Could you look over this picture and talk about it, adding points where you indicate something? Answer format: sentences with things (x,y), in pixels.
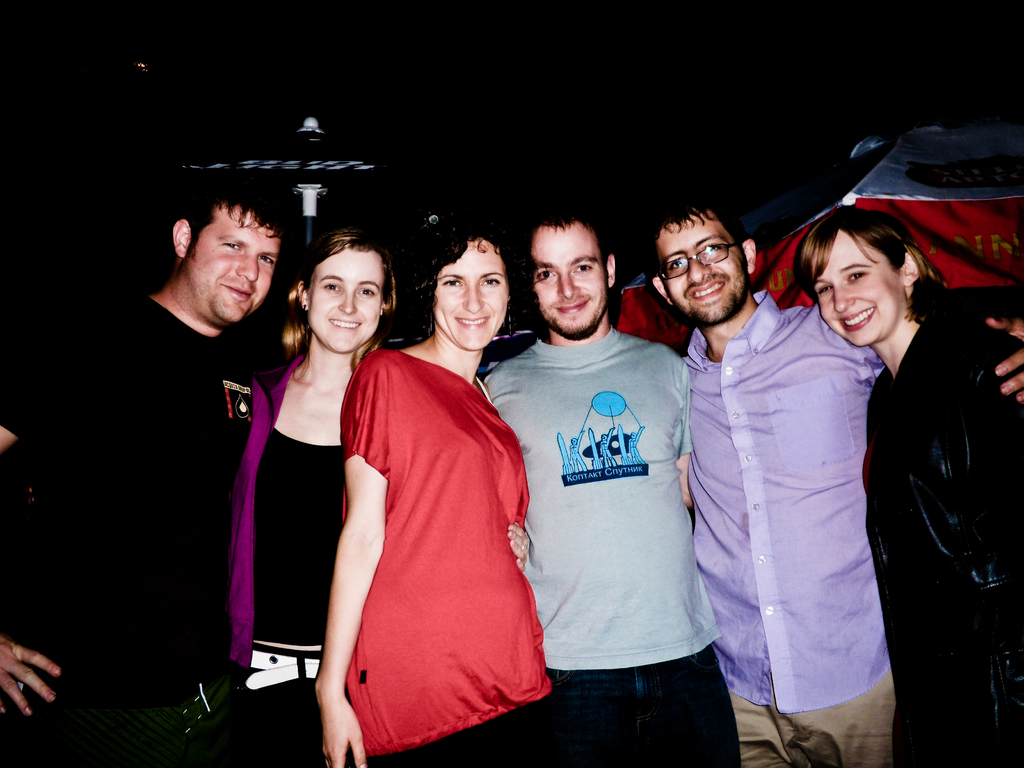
In this image I can see few people (487,305) are standing and wearing different color dresses (872,442). Background (48,179) is dark.
